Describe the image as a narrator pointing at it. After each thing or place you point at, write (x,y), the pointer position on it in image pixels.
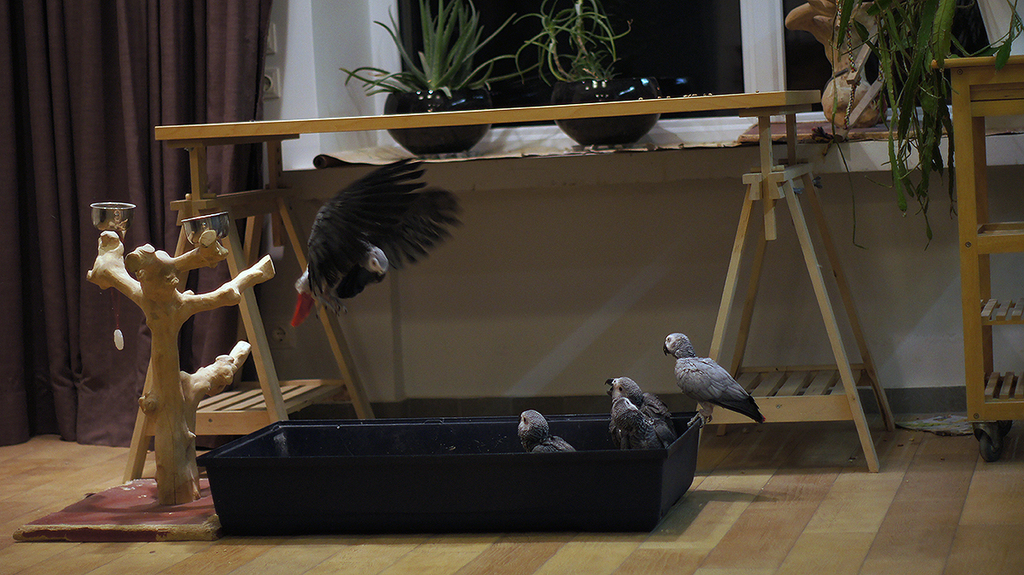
In this image I can see depiction of a tree trunk (200,266), few bowls (224,220), a black colour thing (506,439), few birds (394,174), tables (206,213), plants (579,23) and over there I can see brown colour curtain (55,177).
